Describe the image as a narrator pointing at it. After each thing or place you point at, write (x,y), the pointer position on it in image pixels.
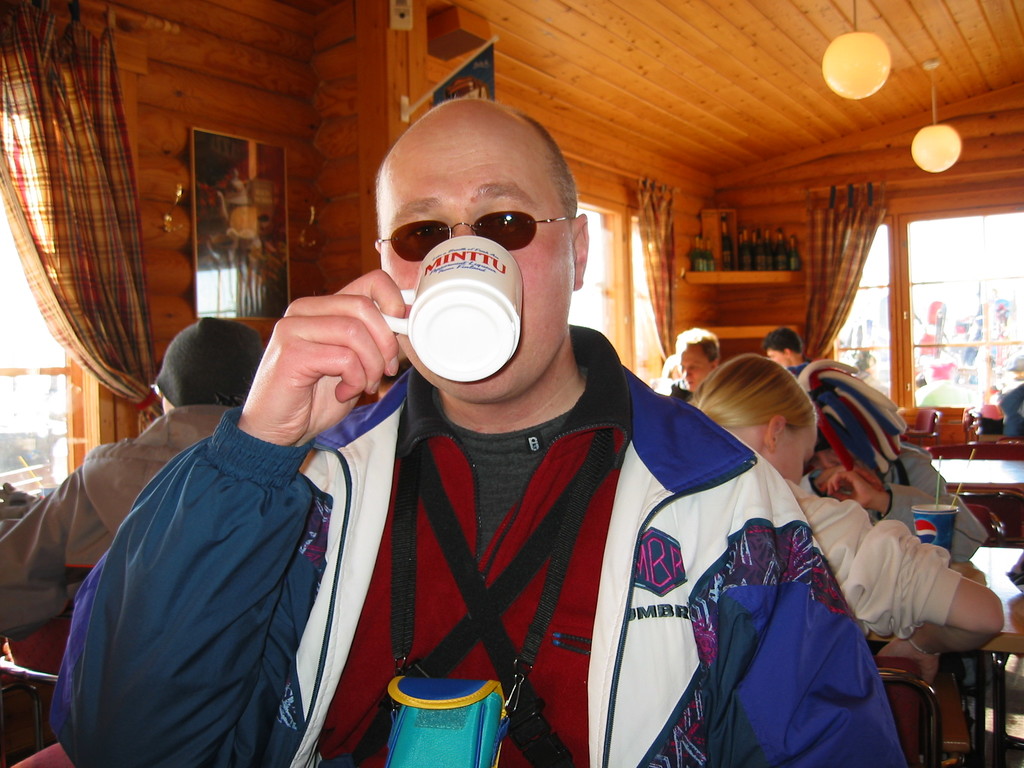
This picture shows few people (925,584) seated on the chairs (895,709) and we see a man (568,252) seated and he wore sunglasses (516,247) on his face (530,247) and holding a cup (431,324) in his hand (379,288) and drinking and we see a man (106,472) seated and he wore a cap (187,371) on his head (194,372) and we see curtains (649,213) to the windows (883,325) and few bottles (710,267) on the shelf (765,276) and we see tables (979,484) and a cup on it and we see a mirror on the wall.
